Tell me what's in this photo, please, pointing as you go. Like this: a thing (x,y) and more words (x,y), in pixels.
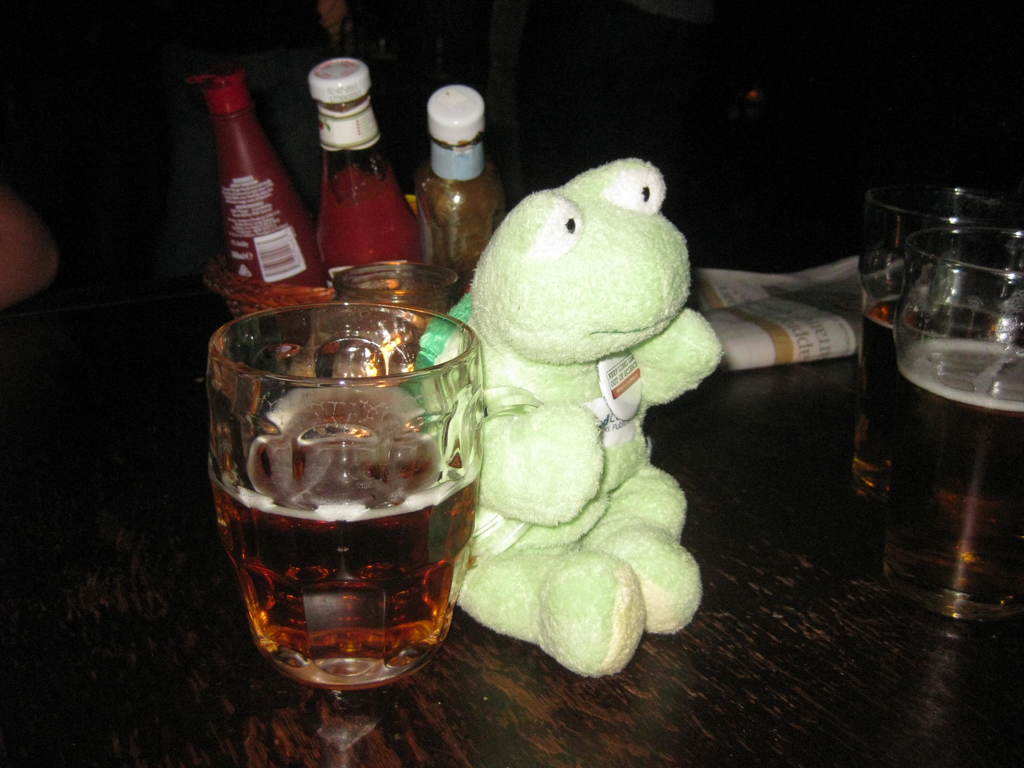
In this image, There is a table (673,706) which is in black color, There are some glasses (344,628) and there is a green color toy (562,524), There are some bottles (283,271) kept on the table (112,698), There is a paper (761,341) which is in white color on the table (738,371).
